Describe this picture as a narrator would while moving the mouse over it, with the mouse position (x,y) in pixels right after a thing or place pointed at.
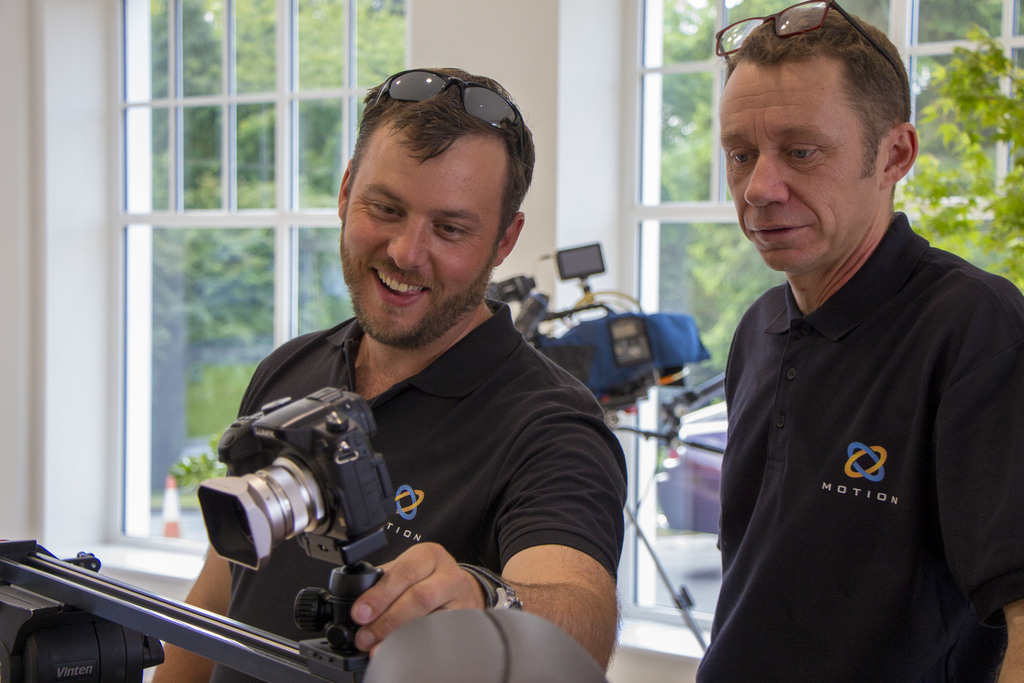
These two persons (400,298) are standing and this man (409,599) is holding a camera (332,502). From this window (325,94) we can able to see trees (303,190).
